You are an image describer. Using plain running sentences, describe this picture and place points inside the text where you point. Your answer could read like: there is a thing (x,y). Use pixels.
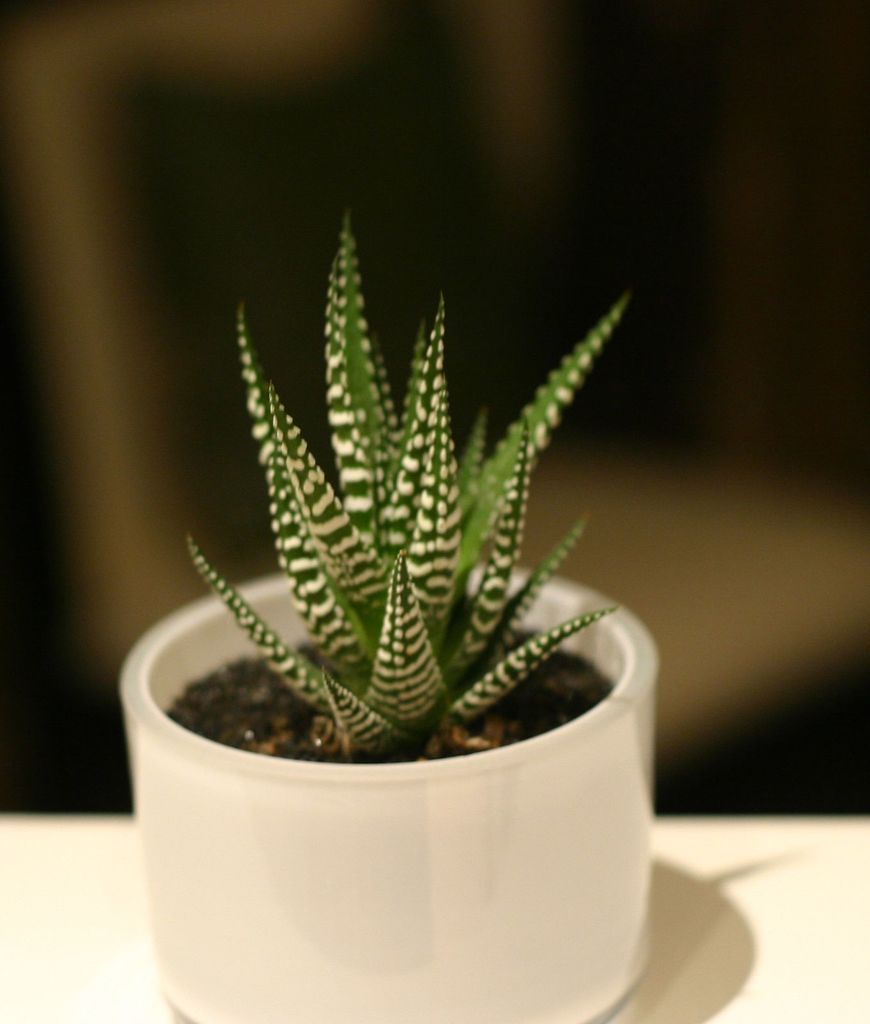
In this picture we can see a plant (493,458) on this white pot (308,795). This pot (490,863) is kept on the table (729,948).
